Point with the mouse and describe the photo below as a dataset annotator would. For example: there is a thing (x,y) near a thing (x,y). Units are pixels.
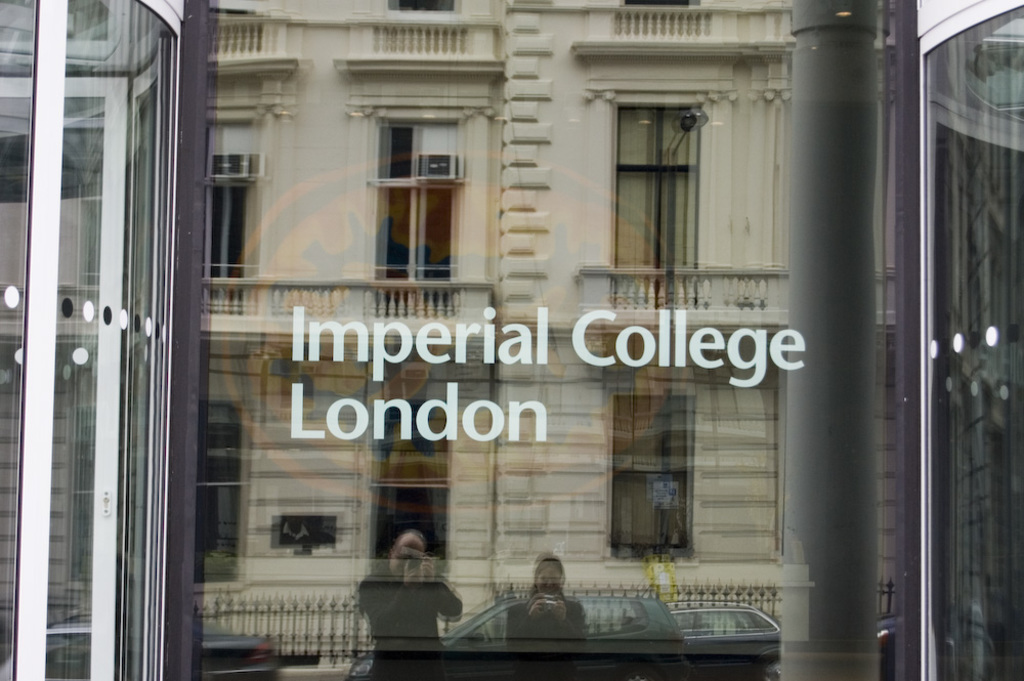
In this picture we can see a glass door (475,442). On the glass door (475,442) we can see the text (452,388) and reflection (550,396) of a building (545,211), windows (647,137), grilles (509,587), cars (585,646) and two people (382,616) are standing and holding the cameras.
